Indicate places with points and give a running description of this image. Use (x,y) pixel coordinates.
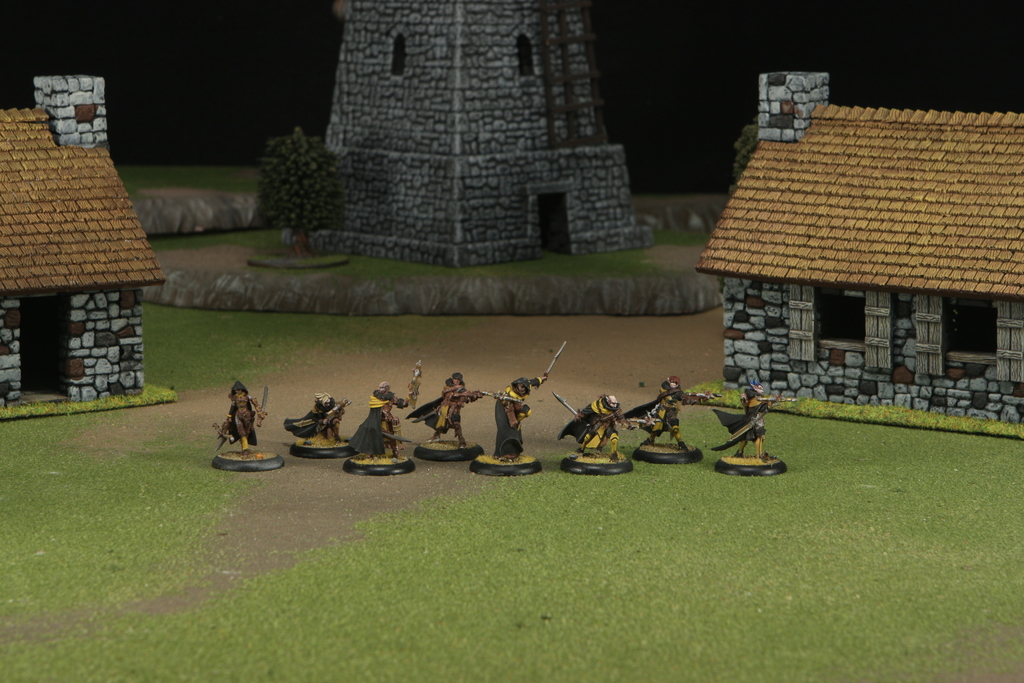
In this image I can see it looks like a miniature (359,492), in the middle (554,364) there are dolls (518,429) in the shape of humans. There are houses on either side of this image. At the top (340,178) there is a tree (303,145) and it may be the tower (449,150).
